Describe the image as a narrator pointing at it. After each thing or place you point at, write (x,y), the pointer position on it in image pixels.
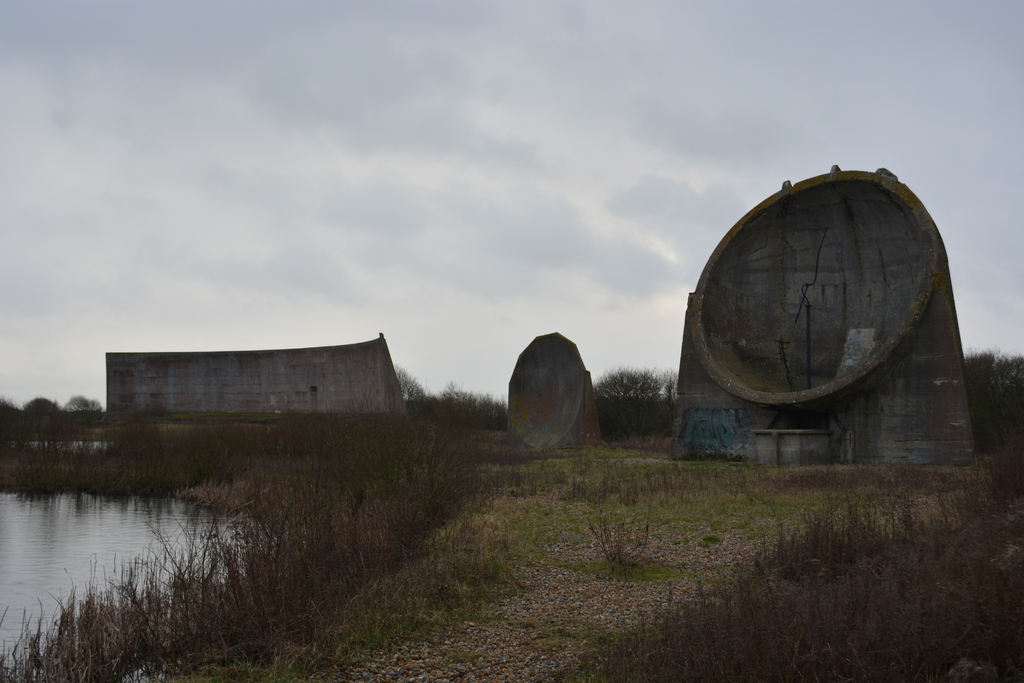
In this image there are concrete structures (523,379) which are placed on the ground (671,588). And at the background (359,415) there is a grass (543,466) and a water (114,542). At the top (426,220) there is a sky (472,235).
